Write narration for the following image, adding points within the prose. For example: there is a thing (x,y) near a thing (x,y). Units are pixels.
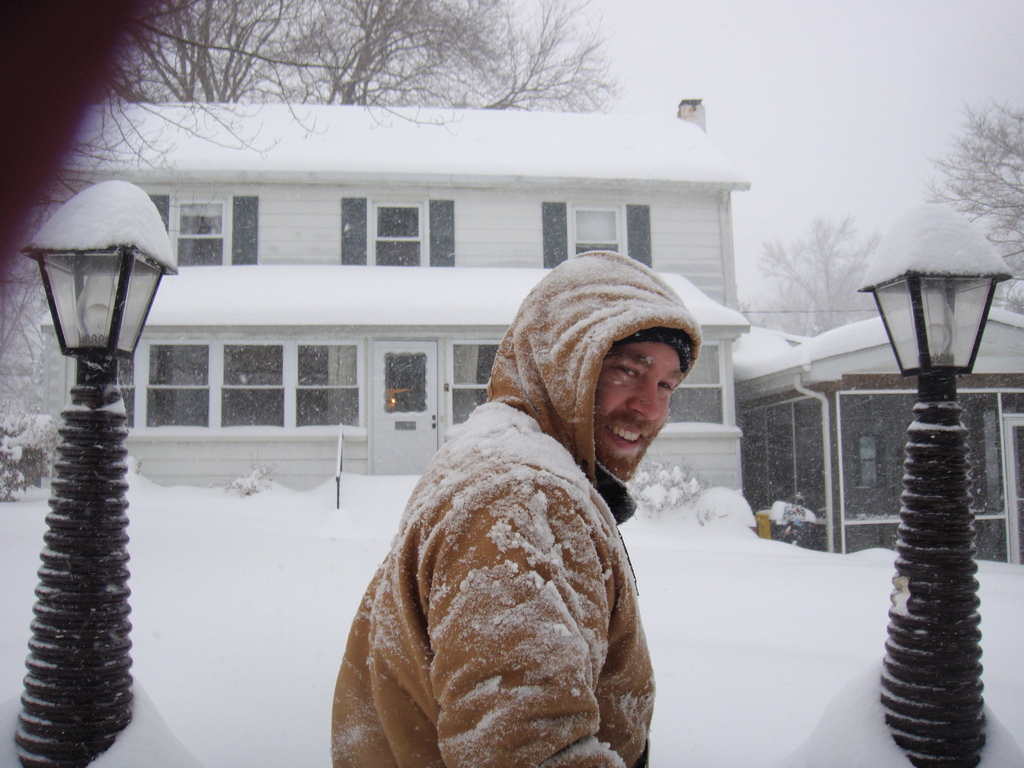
In this picture we can see a man (487,667) wore a jacket (509,454) and smiling, poles (949,560), lights (76,279), buildings (882,380) with windows (872,394), plants (18,484), trees (435,17), door (415,403), snow (474,465) and some objects (769,526) and in the background (747,93) we can see the sky (668,98).
